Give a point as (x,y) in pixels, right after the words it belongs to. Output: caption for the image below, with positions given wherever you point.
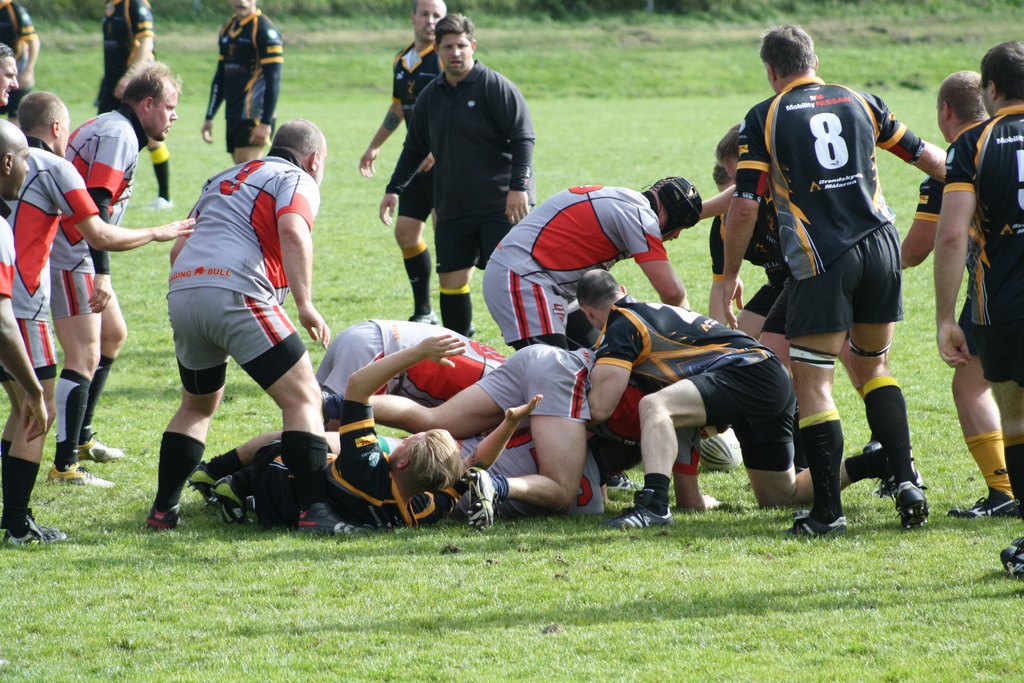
This picture is clicked outside. In the center (425,268) we can see the group of people (797,230) wearing t-shirts (854,222) and seems to be standing on the ground (367,218), the ground (373,257) is covered with the green grass (148,510) and we can see the text (830,186) and numbers (251,171) on the t-shirts (634,206). In the middle (464,422) we can see the group of people (450,449) seems to be lying on one another and we can see a person (655,333) wearing t-shirt (627,353) and seems to be crouching on the ground (745,502) and there is a ball (734,457) placed on the ground (734,491). In the background (247,100) we can see the group of people (126,40) wearing t-shirts (120,45) and we can see the green grass (356,53).
